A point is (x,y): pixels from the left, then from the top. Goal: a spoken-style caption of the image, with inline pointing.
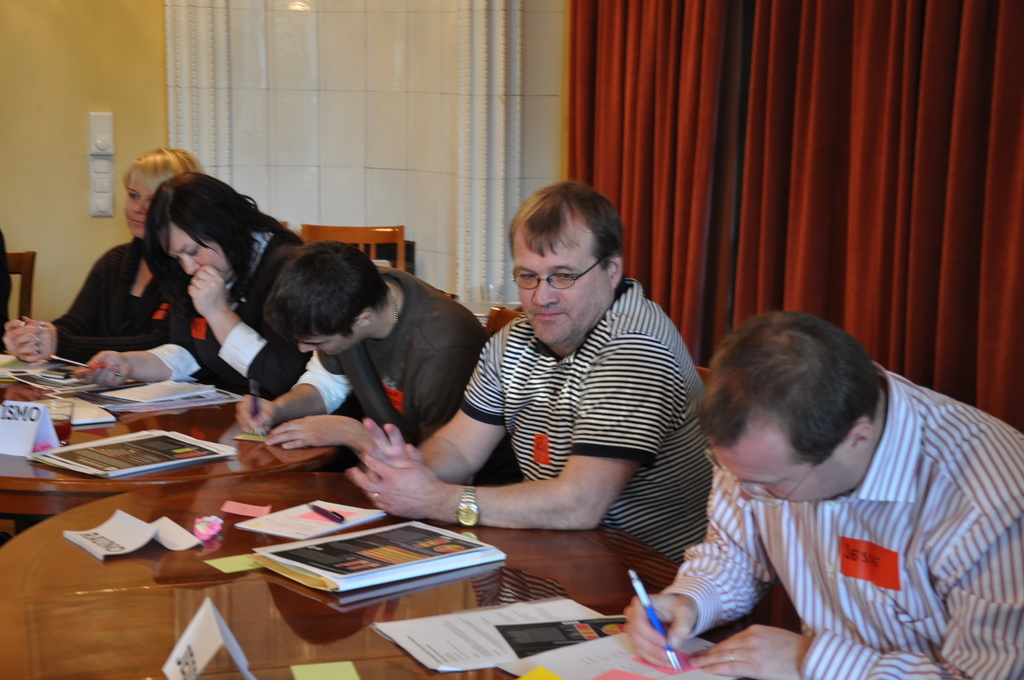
In this image there are people (166,289) who are sitting in the chair (381,234) and writing on the paper (604,646) with the pen (655,623). There is a table (49,536) in front of them on which there is book (384,536), paper (280,520), pen (321,508). At the background (350,221) there is a wall (323,99) and curtains (730,100) beside it.
